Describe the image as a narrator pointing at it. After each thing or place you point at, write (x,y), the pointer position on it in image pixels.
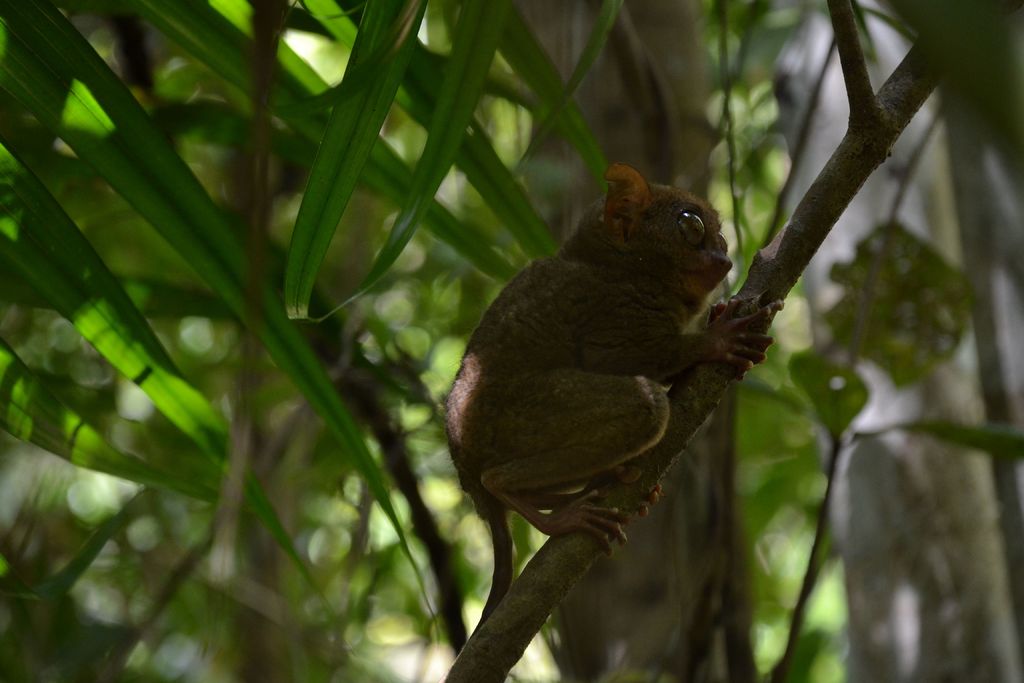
In this image we can see an animal (484,519) on a branch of the tree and in the background (284,271), we can see some other trees (230,180).
